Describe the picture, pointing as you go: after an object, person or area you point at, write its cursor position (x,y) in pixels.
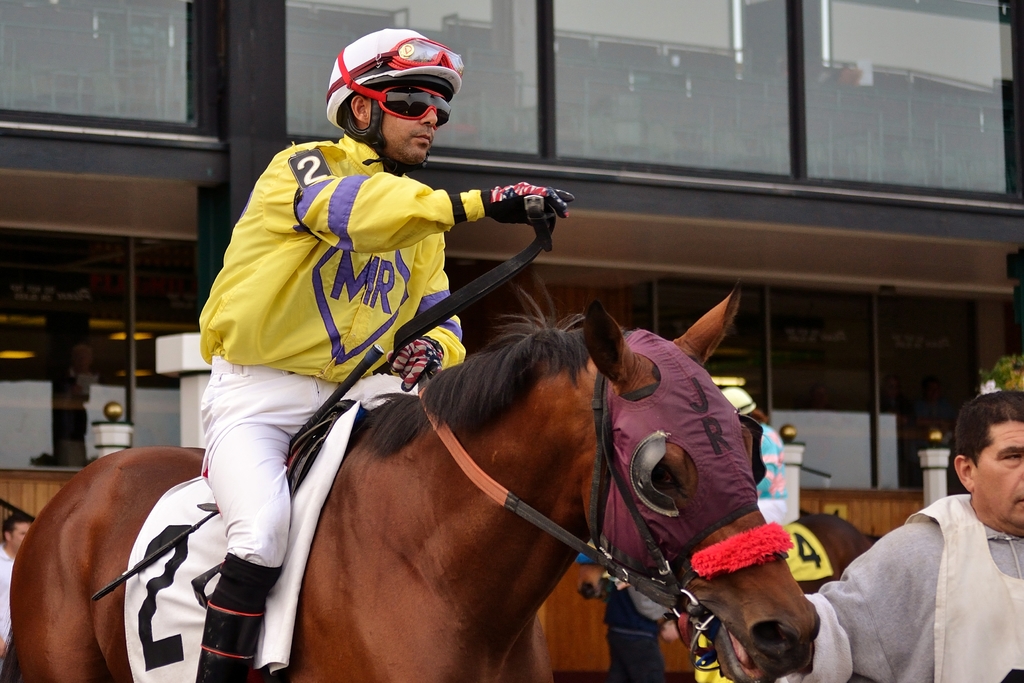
As we can see in the image there is a building (874,252), a man (949,639) on the right side (1012,451) and another man (309,333) sitting on horse (358,507).
